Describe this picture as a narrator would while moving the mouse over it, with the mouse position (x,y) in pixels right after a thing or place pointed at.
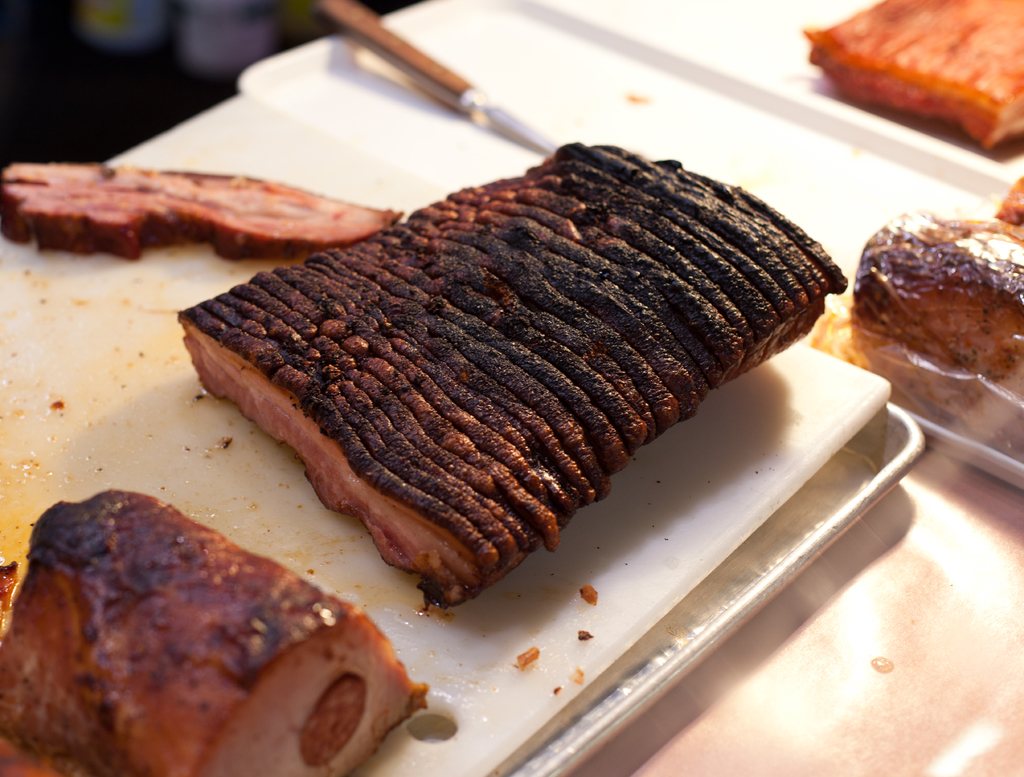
In this image I can see some food items (707,305) kept on slabs (729,392) kept on some plates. I can see a knife (525,138) and the background (772,78) is blurred.
